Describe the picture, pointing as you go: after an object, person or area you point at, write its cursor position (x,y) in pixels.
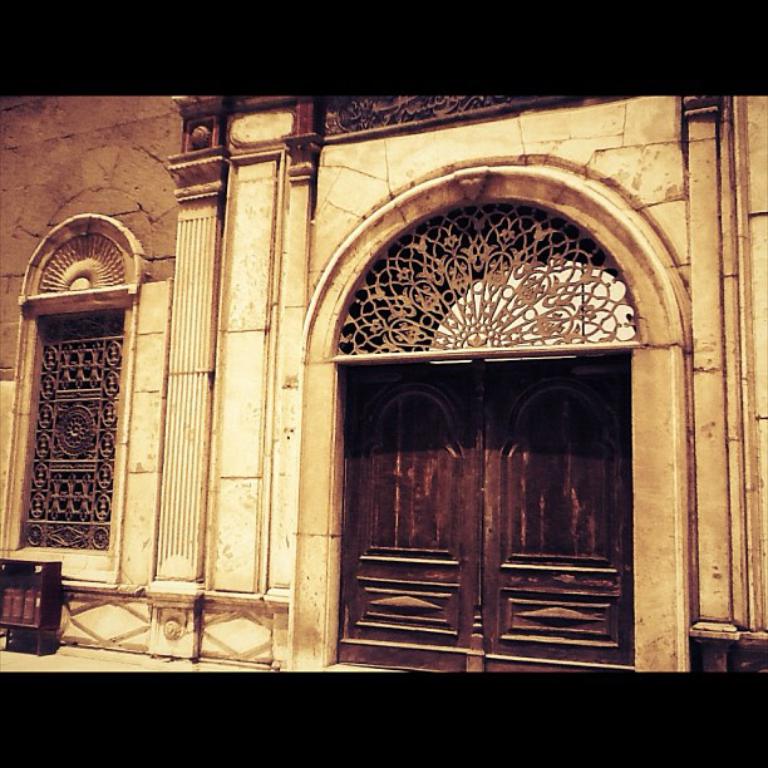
In the image we can see a wall (277,314), door (524,380), window (49,490) and this is a fence design (107,438).
